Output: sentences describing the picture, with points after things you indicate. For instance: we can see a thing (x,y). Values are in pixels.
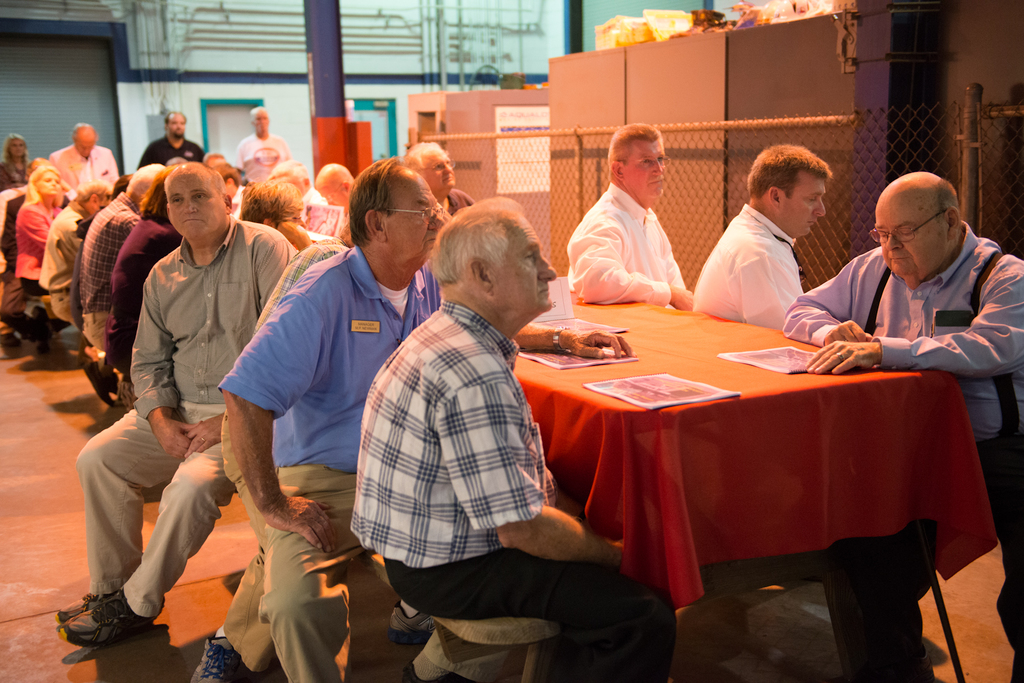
In this picture we can see persons (455,213) sitting on chair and in front of them there is table (603,320) and on table (674,406) we can see book (631,389) and in background (84,69) we can see shutter (66,74), pipe (154,37), door (374,129), fence (490,147), boxes (525,94) and some material (645,30).
